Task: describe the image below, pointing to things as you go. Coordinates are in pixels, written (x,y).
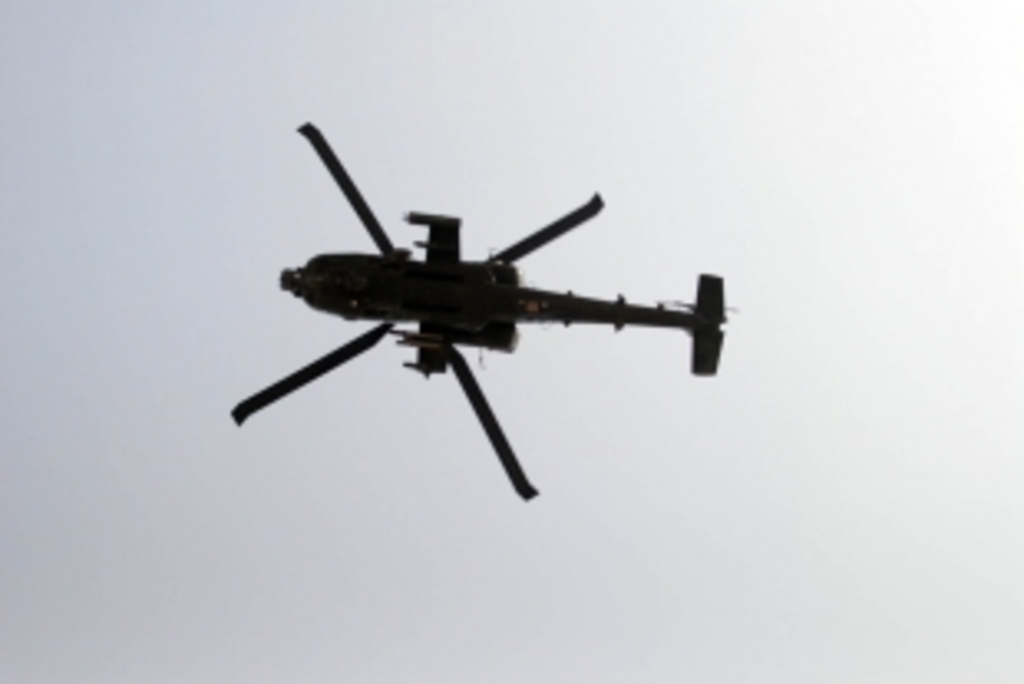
In the image in the center, we can see one helicopter (450,278). In the background (488,153) we can see the sky (396,160) and clouds (760,174).
